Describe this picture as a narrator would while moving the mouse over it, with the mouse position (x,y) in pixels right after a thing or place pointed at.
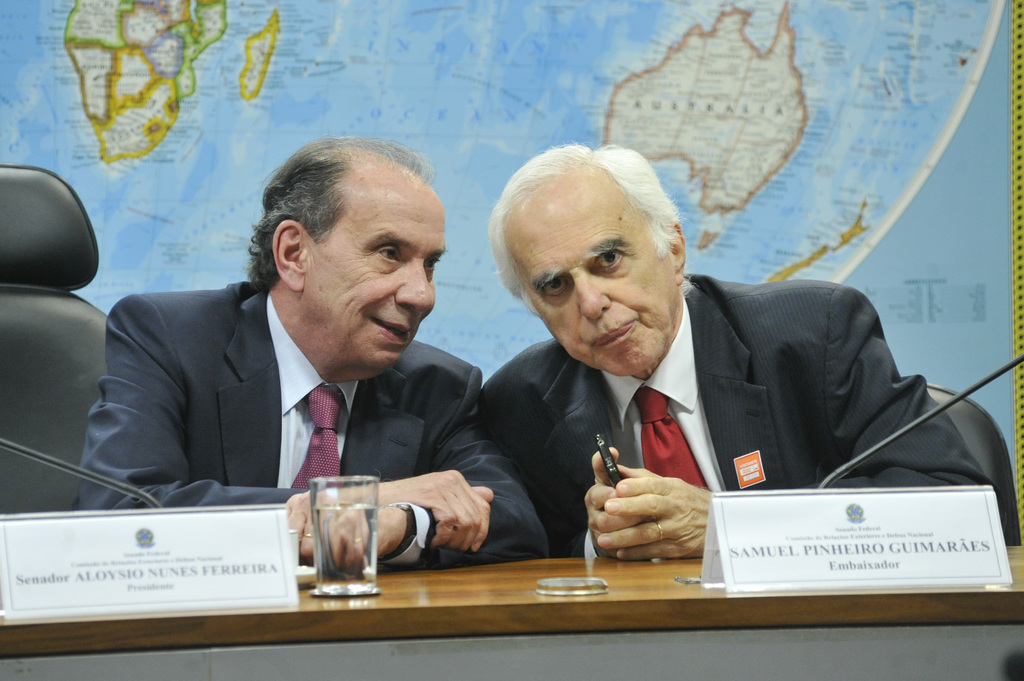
In this picture I can see there are two people (528,356) sitting here and they are wearing blazers (253,462) and the man (253,462) on the left (292,449) is smiling and there is a table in front of them. There is a map (876,150) in the backdrop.
